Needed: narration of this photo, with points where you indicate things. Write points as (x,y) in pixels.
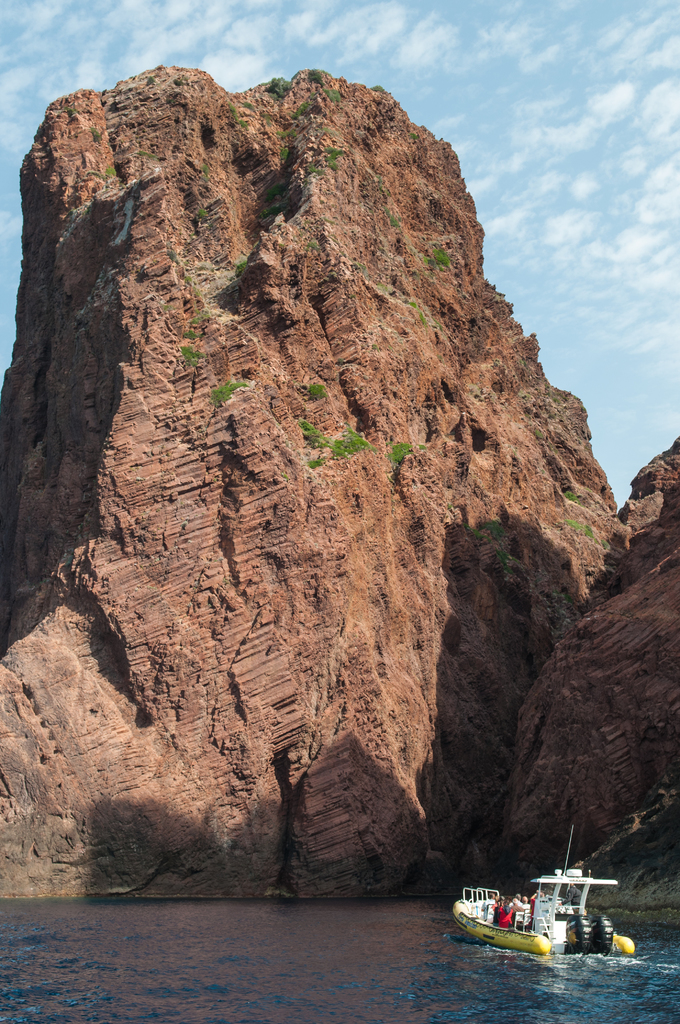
At the bottom of the image (580,922) on the water (509,970) there is a boat (520,925) with few people (500,901) in it. In the background (26,439) there are hills (558,449). At the top of the image (416,97) there is sky (453,118) with clouds (536,190).
